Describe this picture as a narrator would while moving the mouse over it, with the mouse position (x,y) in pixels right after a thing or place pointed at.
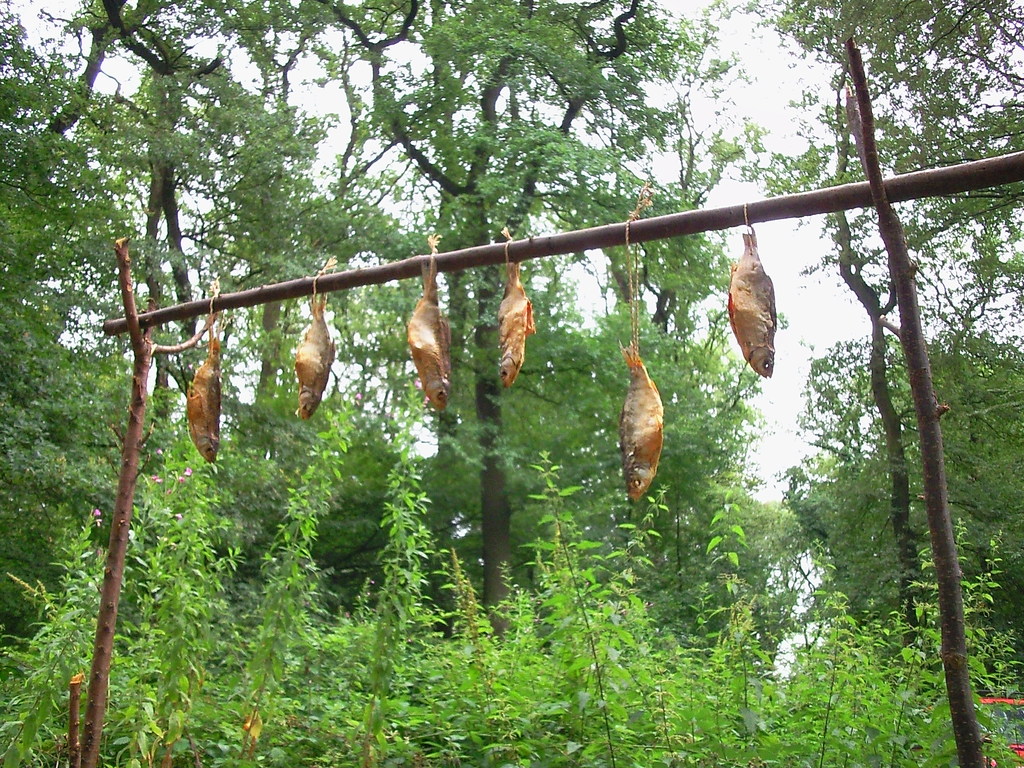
In this picture there are fishes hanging on the stick (873,190). At the back (1015,392) there are trees (985,191). At the top (709,10) there is sky (768,28). At the bottom (612,614) there are plants (605,622).
